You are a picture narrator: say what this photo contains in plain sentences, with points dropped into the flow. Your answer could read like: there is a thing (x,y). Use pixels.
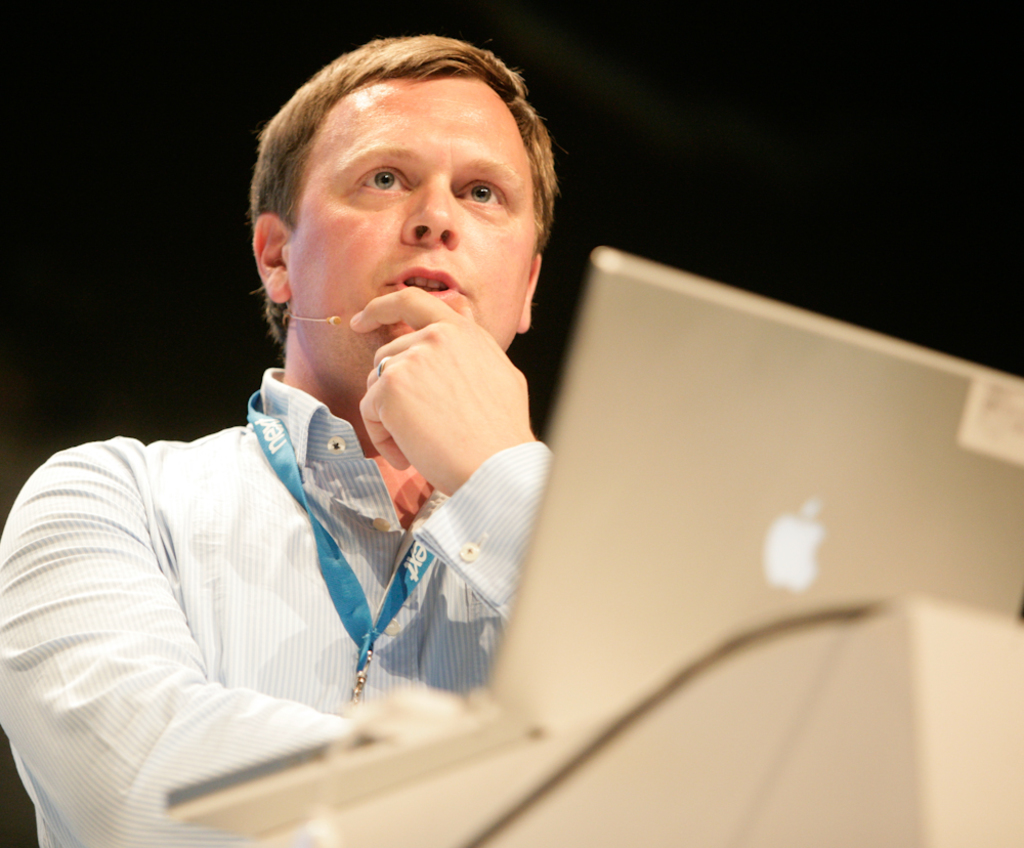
In the picture I can see a man (244,461) is wearing a shirt (251,632) and an ID card (381,620). I can also see a laptop (649,639). The background of the image (787,188) is dark.
